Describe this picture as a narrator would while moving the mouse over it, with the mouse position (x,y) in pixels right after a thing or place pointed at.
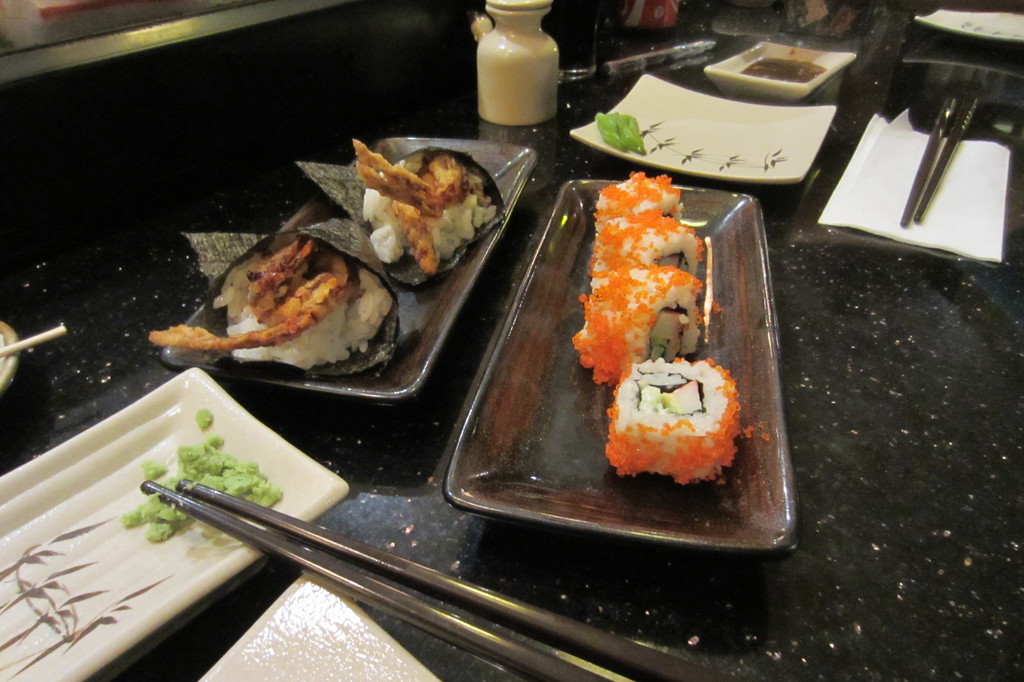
In this image, we can see plates (470,435) on the table (794,409) contains some food (595,320). There are chopsticks (498,641) at the bottom (512,654) and in the top right of the image (938,141). There is a jar (534,50) at the top of the image (529,85).
